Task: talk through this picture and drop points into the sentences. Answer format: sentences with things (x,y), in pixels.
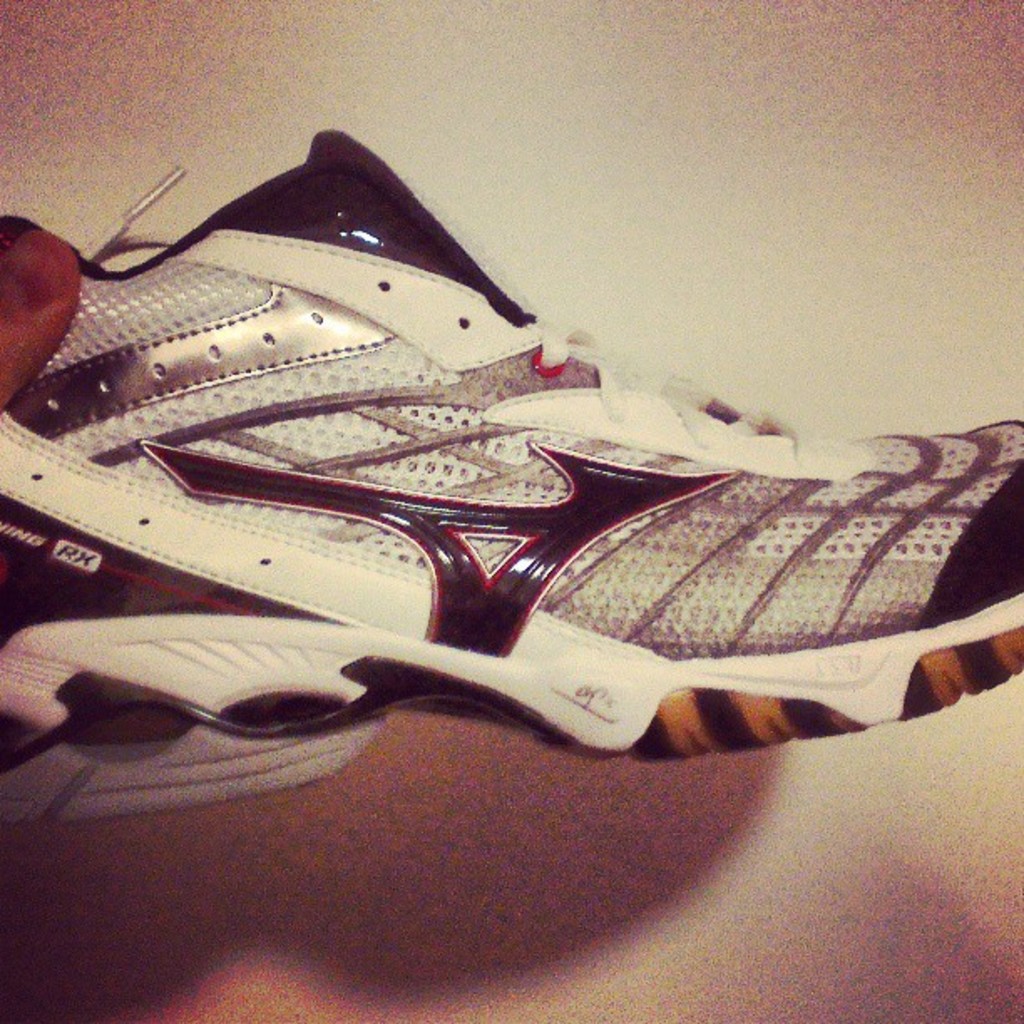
Here we can a shoe (506,639). In the background (981,841) there is a wall (615,882).
